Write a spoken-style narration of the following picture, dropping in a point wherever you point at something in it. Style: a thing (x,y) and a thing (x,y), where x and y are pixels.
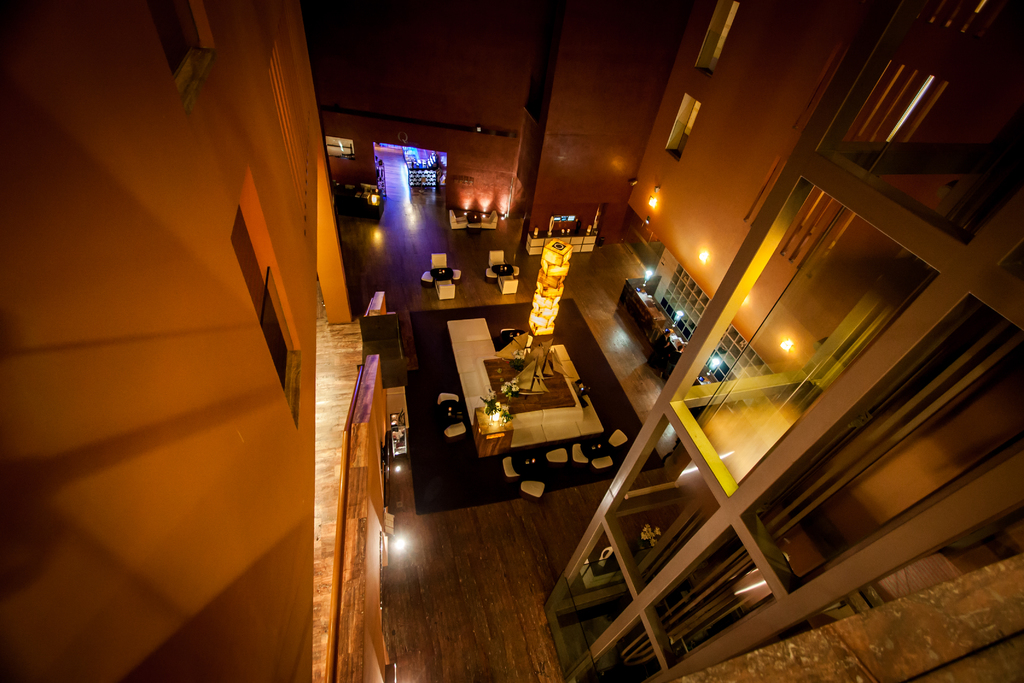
This is an inside view of a building (275,630). There are some lights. We can see a few chairs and tables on the floor (583,486). There are plants (489,416) on a wooden desk (497,441). We can see some windows (675,524) on the right (711,304) and left side of the image (244,250).
